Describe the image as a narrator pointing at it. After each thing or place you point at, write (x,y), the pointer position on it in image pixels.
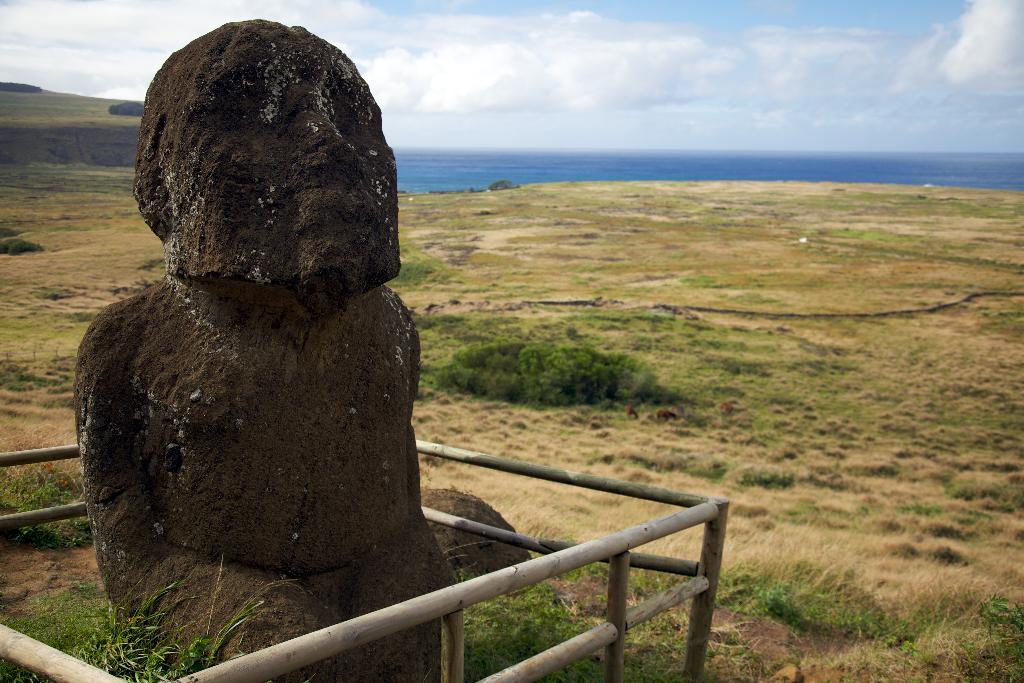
On the left of the image (269,429) we can see a sculpture (304,472). Around the sculpture (294,493), we can see the barrier (332,645). In the background (709,24), we can see the sky (530,31), clouds (665,53), plants (471,355) and grass (79,280).
